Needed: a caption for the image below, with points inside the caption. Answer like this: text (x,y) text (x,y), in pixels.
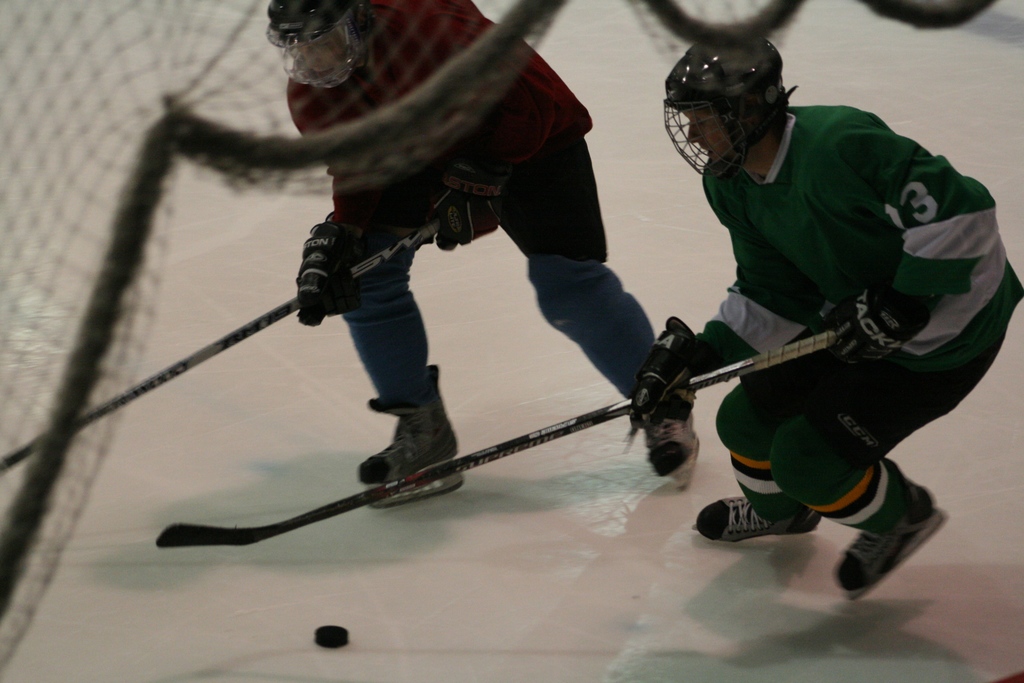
In this image, we can see two people (590,314) are wearing skating shoes (401,467) and holding sticks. They are playing a game on the white surface (709,577). At the bottom of the image (326,645), we can see black color object (336,636) on the surface (376,637). Here we can see a net (508,25).
